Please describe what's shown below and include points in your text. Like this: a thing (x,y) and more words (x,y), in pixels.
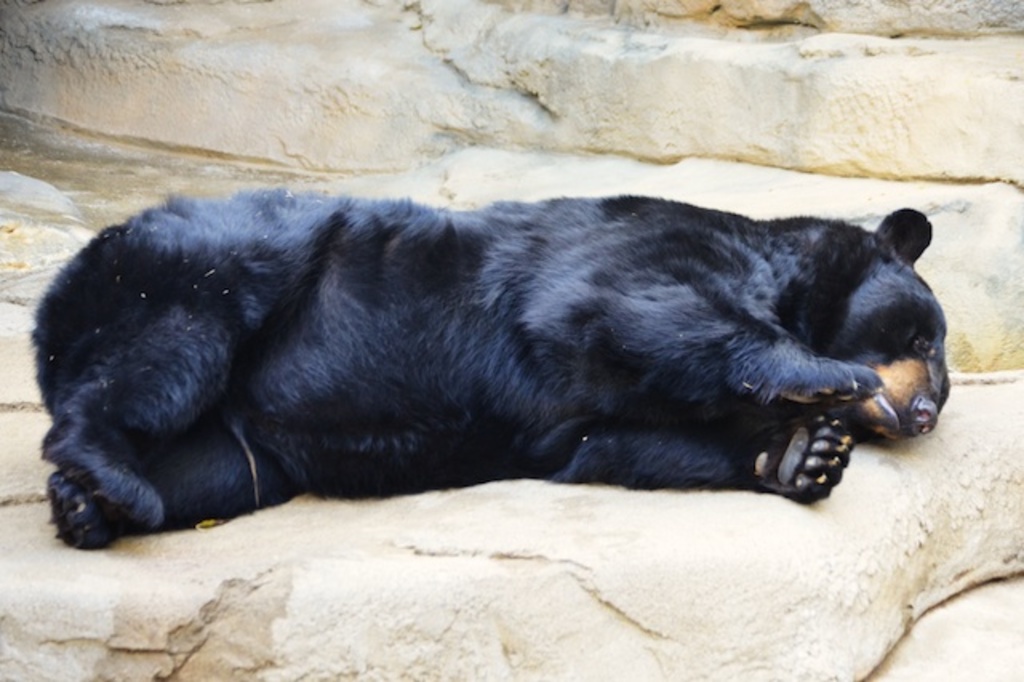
In the foreground of this picture (413,309), there is a black bear (460,386) lying on the rock (564,513).
